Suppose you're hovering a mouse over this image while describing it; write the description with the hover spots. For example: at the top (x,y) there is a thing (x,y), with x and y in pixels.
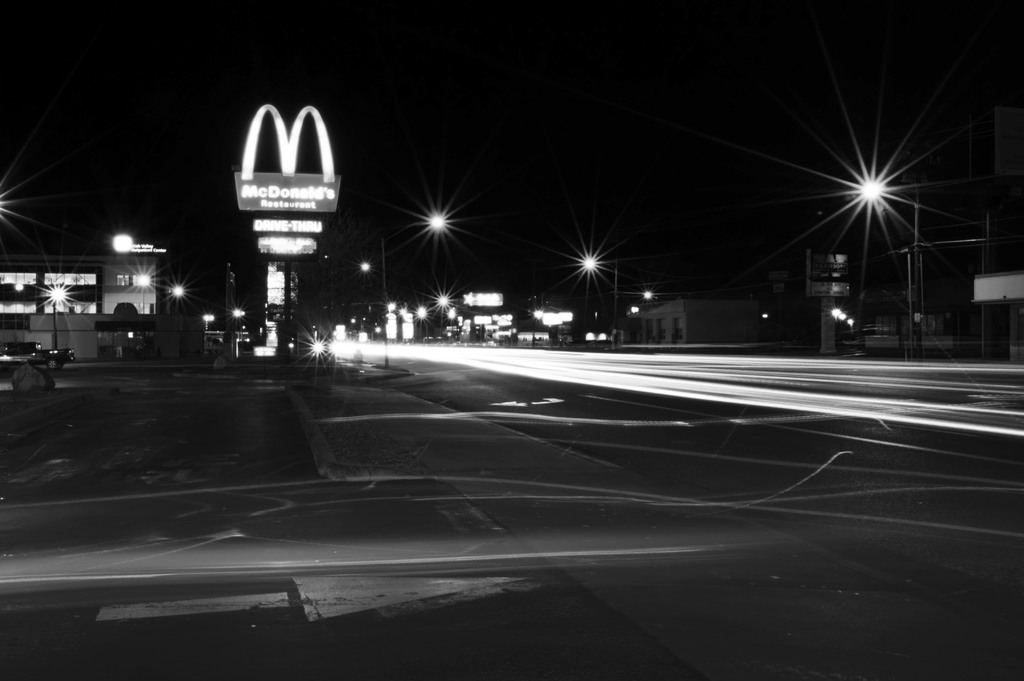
In this picture I can see few buildings (30,294), pole lights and few boards (291,236) with some text (293,222) and I can see dark background (141,35) and a vehicle (57,356) on the road (55,376).
